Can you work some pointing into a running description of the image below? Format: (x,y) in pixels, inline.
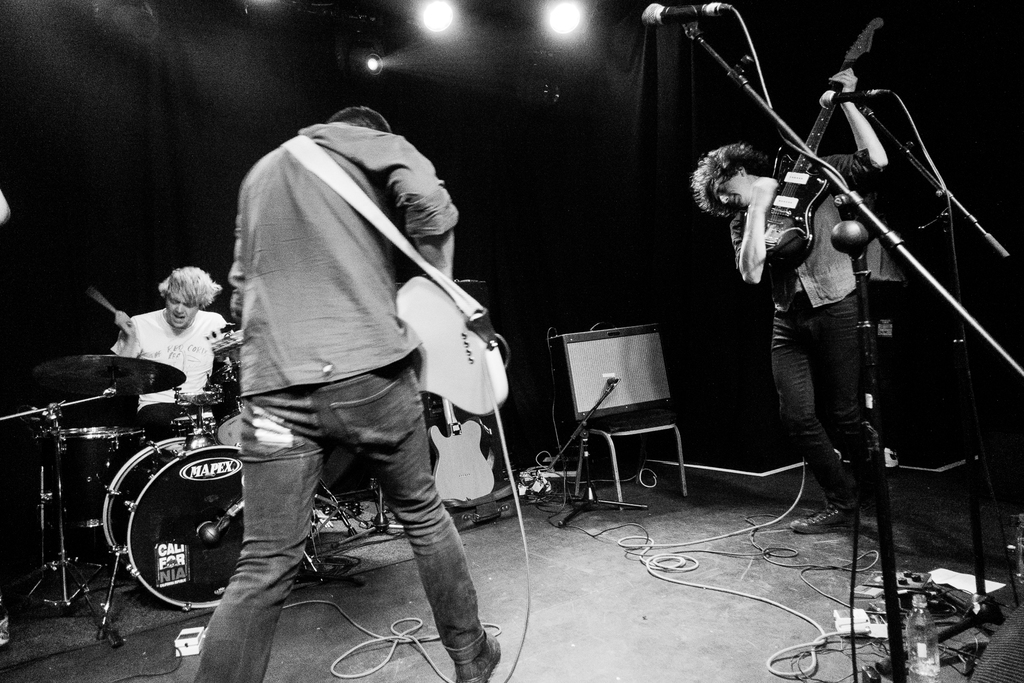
In this picture there is a man (301,278) playing a guitar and the man (193,320) sitting here and playing a drum set (129,476).
